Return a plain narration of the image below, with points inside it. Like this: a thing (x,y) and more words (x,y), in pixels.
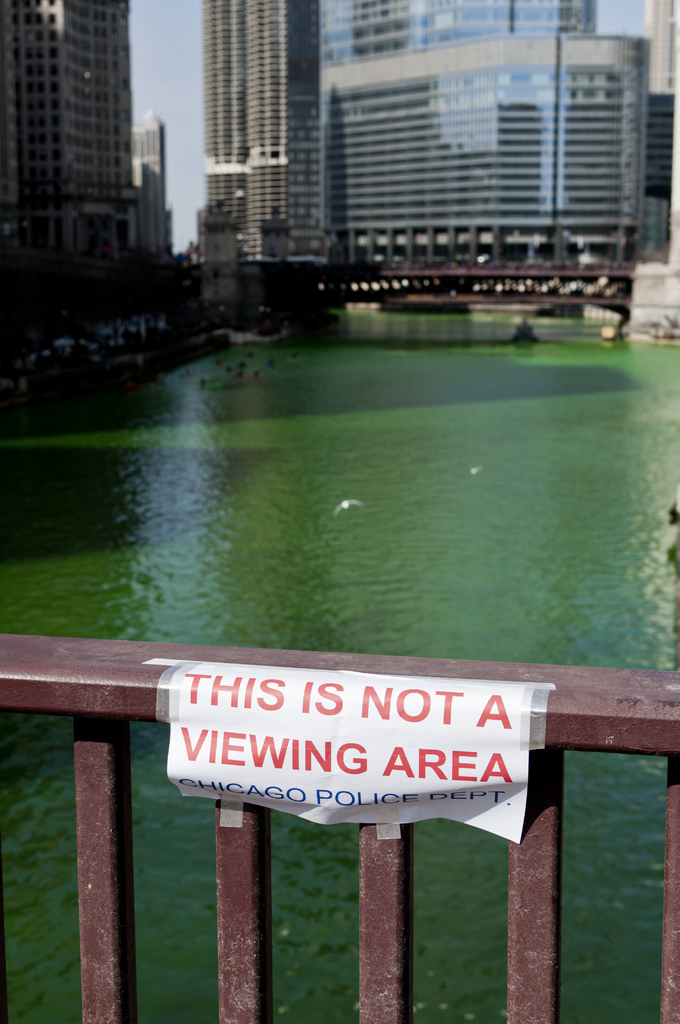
In this image we can see buildings (291,97) with windows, fence (3,704) included with paper (387,729) and we can also see some text (340,793) on the paper (407,802).
